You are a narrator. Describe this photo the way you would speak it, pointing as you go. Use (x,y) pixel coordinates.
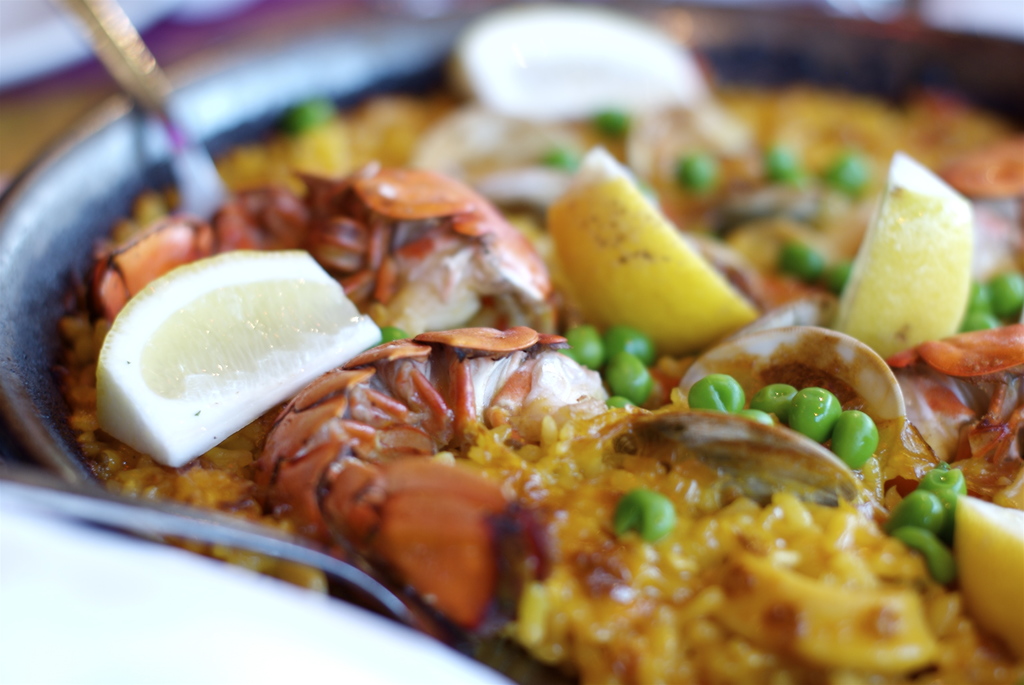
In this image we can see food item (315,232) and a spoon (190,174) in a plate (122,198) and there are lemon slices (574,97) on the food item (389,268) and at the top (12,29) and on the left side (7,453) the image is blur but we can see objects (50,655).
